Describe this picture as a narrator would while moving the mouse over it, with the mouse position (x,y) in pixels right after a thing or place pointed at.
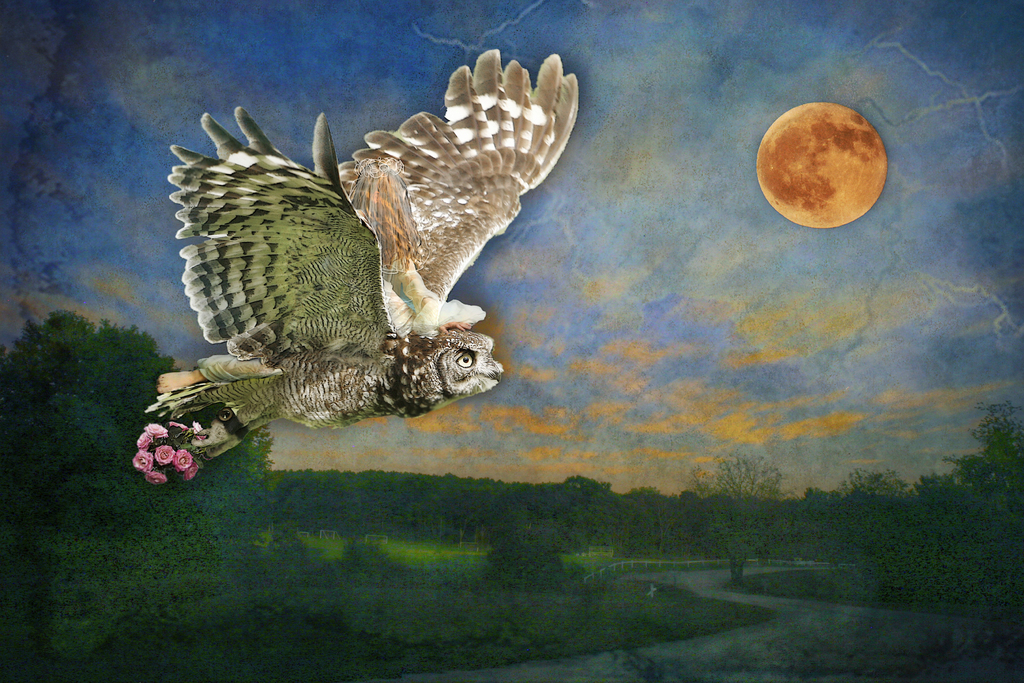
In this image there an owl (298,391) on the left side of the image (290,380) and holding flowers (188,443) in its claws (225,442) and there is greenery (481,590) at the bottom side (665,606) and there is moon (818,180) in the image.
